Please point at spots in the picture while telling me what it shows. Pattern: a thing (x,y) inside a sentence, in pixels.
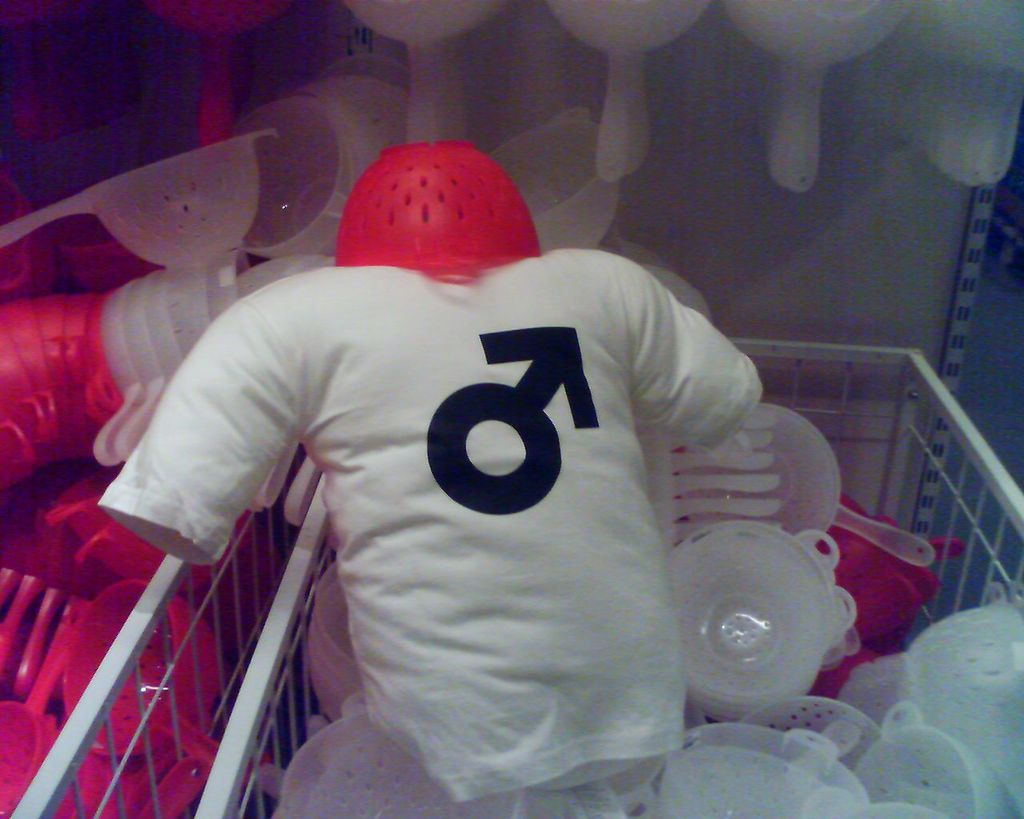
In this picture I can see a t-shirt (528,372) and plastic containers (446,103) in the baskets (227,779).
